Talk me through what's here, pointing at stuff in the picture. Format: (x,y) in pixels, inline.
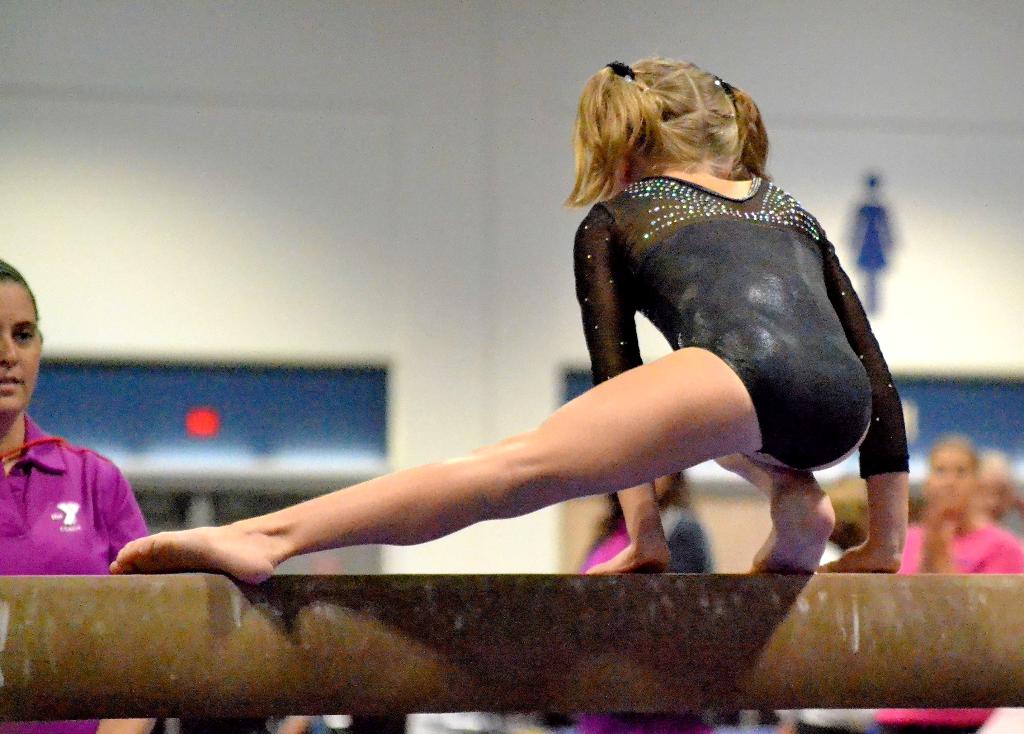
In this image we can see a girl (687,423) on a balancing beam (366,631). In the back (69,448) there are few people (941,512). Also there is a wall (339,78). And it is looking blur in the background (908,328).
